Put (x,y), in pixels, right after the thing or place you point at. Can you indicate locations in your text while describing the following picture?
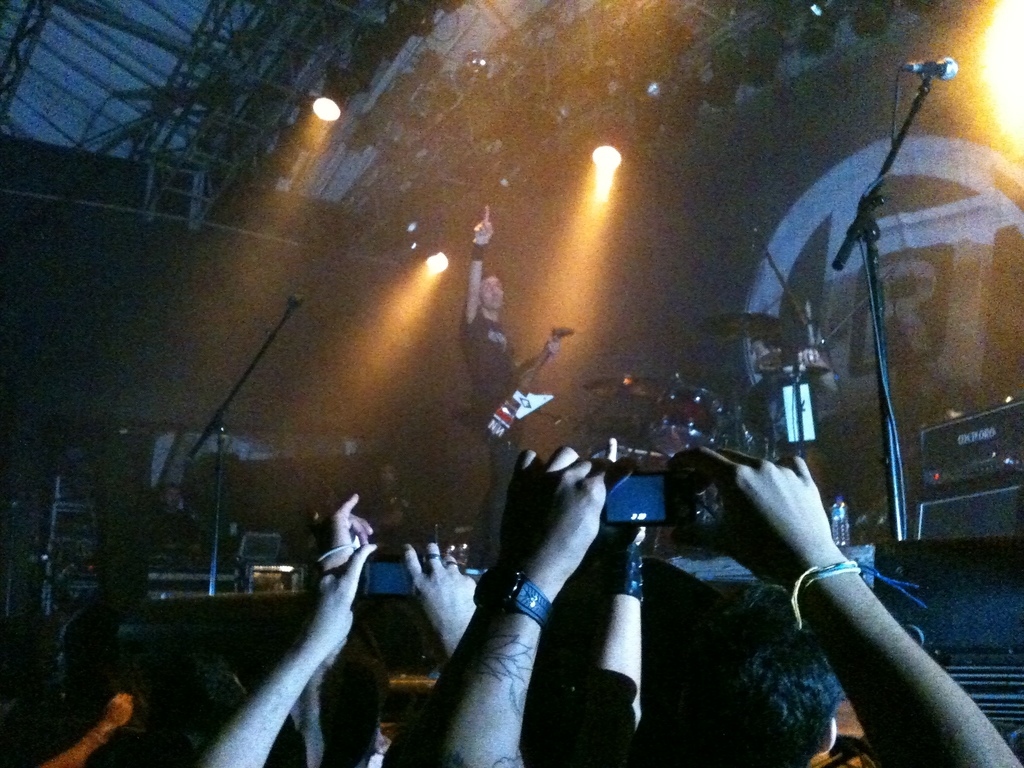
As we can see in the image there are few people (216,692) here and there, mics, musical drums (712,406), lights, wall (997,222) and the image is little dark.
